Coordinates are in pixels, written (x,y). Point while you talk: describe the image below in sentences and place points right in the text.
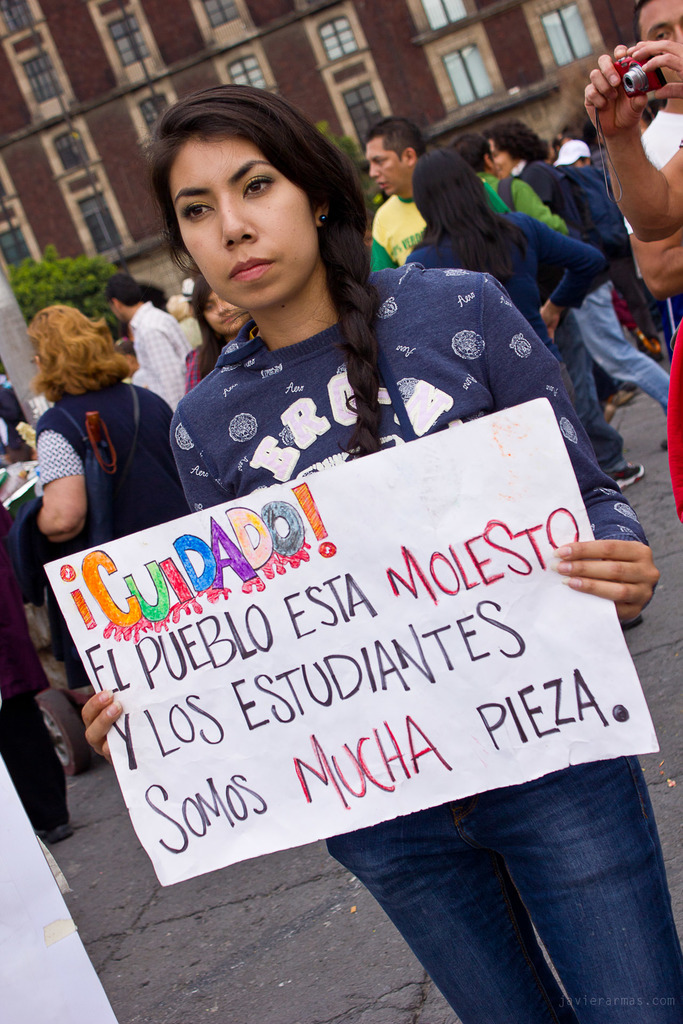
In the center of the image (311,379) we can see a lady (229,163) standing and holding a board (187,679). In the background (587,254) there are people (471,258). On the right (653,216) we can see a person's hands (627,119) holding a camera (646,80). In the background (381,76) there is a building (183,93). On the left (83,294) there is a tree (30,291).
